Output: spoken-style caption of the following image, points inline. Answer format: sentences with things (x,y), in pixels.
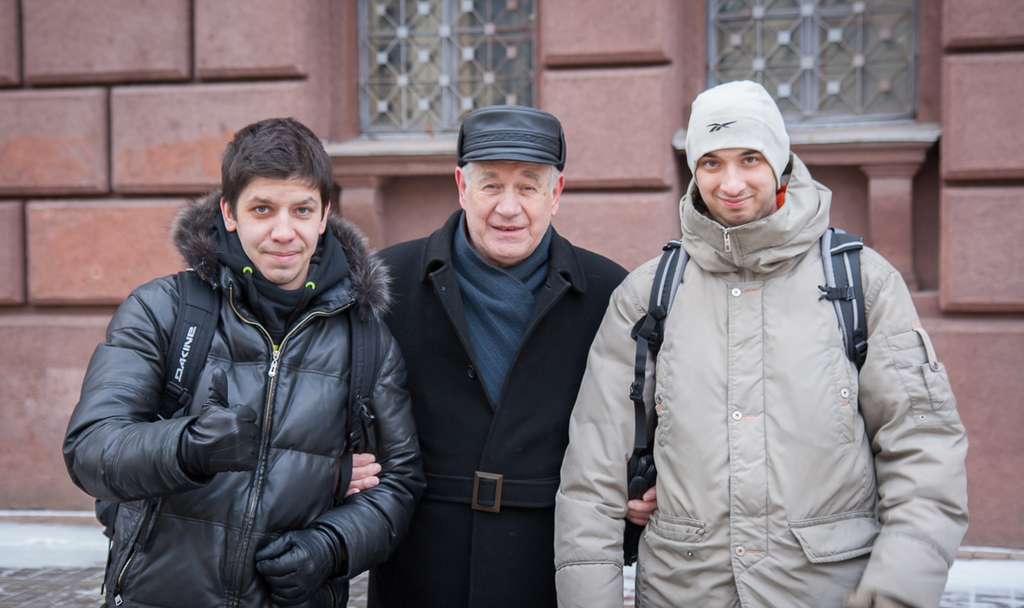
In this image in the foreground (495,391) there are three people (570,336) standing, and two of them (631,387) are wearing bags (200,310) and jackets (716,301). In the center (487,214) there is one person (499,138) who is wearing a cap (529,125), and in the background (845,119) there is building (137,145) and windows (428,46). At the bottom (50,567) there is road (86,566).
